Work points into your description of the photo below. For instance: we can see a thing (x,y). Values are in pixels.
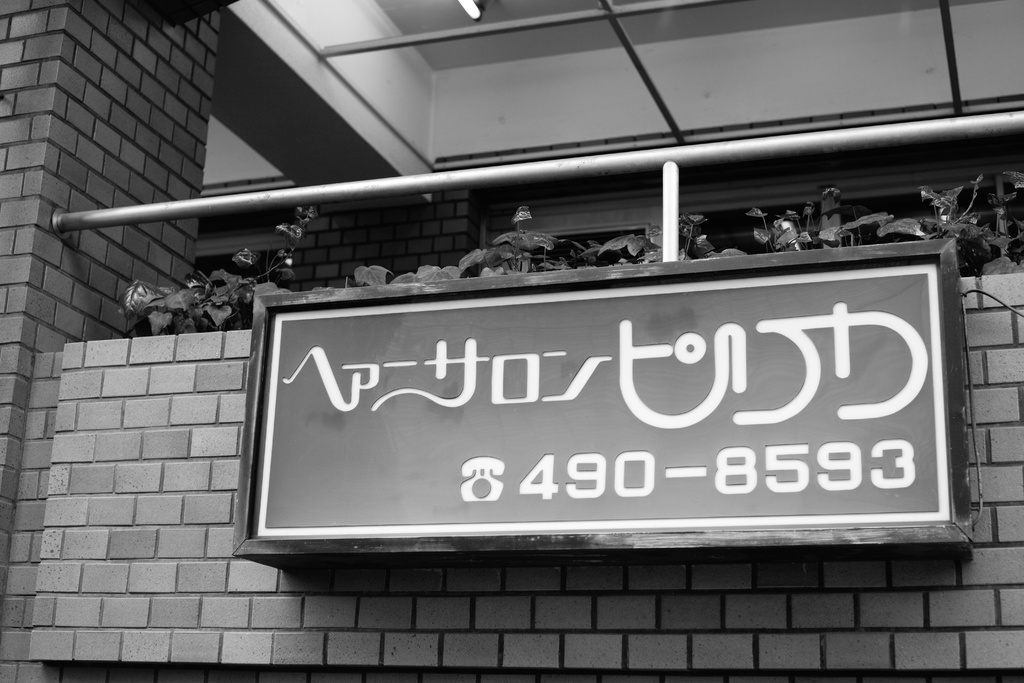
In the foreground of the picture (513,361) there is a board (541,517), behind the board (335,338) there is a building (982,575). In the center of the picture (372,269) there are plants (498,247). At the top (470,3) there is a light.
